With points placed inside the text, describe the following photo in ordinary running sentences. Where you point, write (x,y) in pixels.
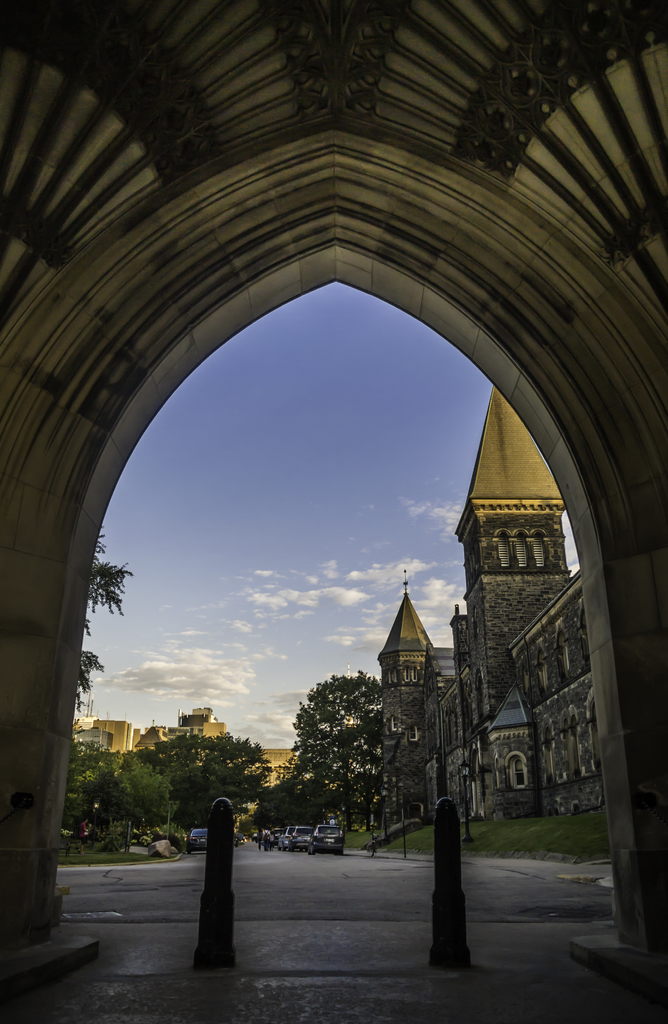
There are some vehicles (311,847) on the road (286,882) at the bottom of this image (331,832). There are some trees (311,773) and buildings (404,759) in the background (390,764). There is a cloudy sky (302,621) as we can see in the middle of this image (245,593). There is a roof (74,299) at the top of this image (373,185).
